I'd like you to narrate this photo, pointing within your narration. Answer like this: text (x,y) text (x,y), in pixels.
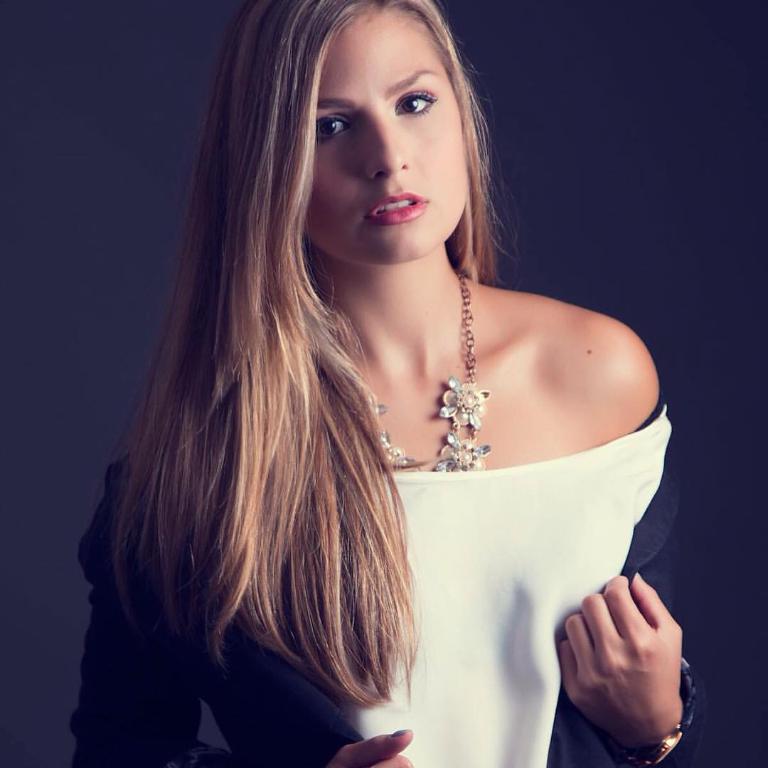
In this picture we can see a woman (259,202) wearing a white dress (555,605), jacket (594,760), wrist watch (648,749), chain (470,458). Background (503,285) is dark.
